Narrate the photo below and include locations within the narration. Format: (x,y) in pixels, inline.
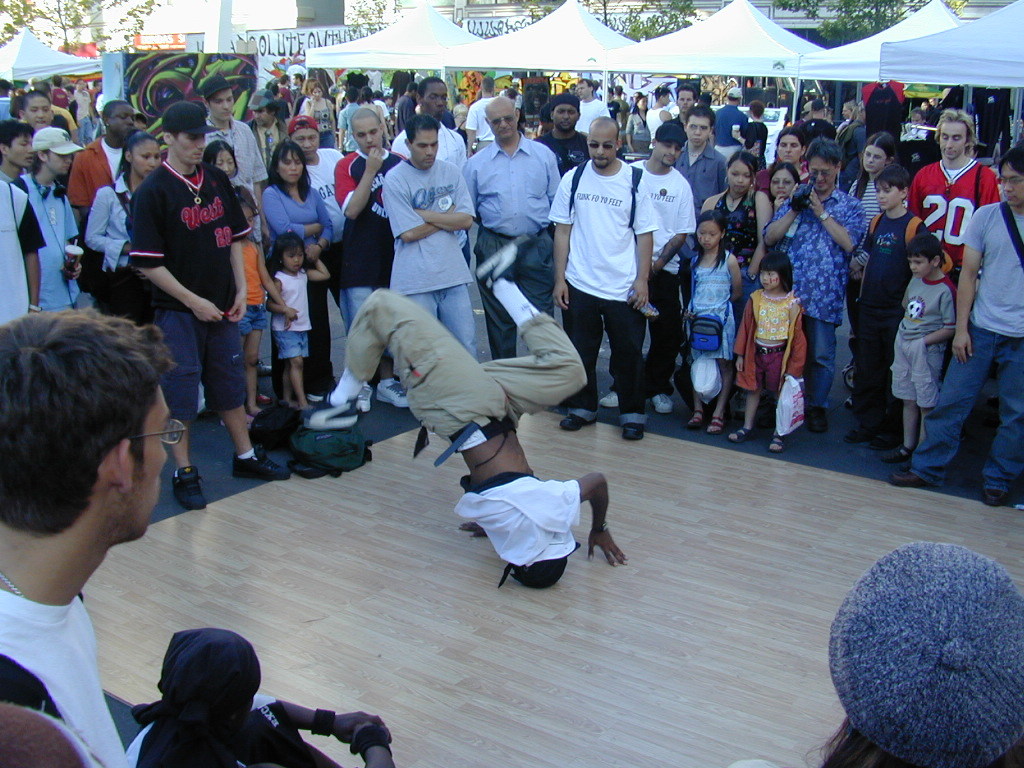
In this image we can see a boy (504,497) is dancing, he is wearing white color shirt (484,494) with brown pant (421,345). Around him many people (610,193) are standing and watching him. Background of the image (1004,51) shelters (982,49) are there which are in white color and trees (657,24) are present.
